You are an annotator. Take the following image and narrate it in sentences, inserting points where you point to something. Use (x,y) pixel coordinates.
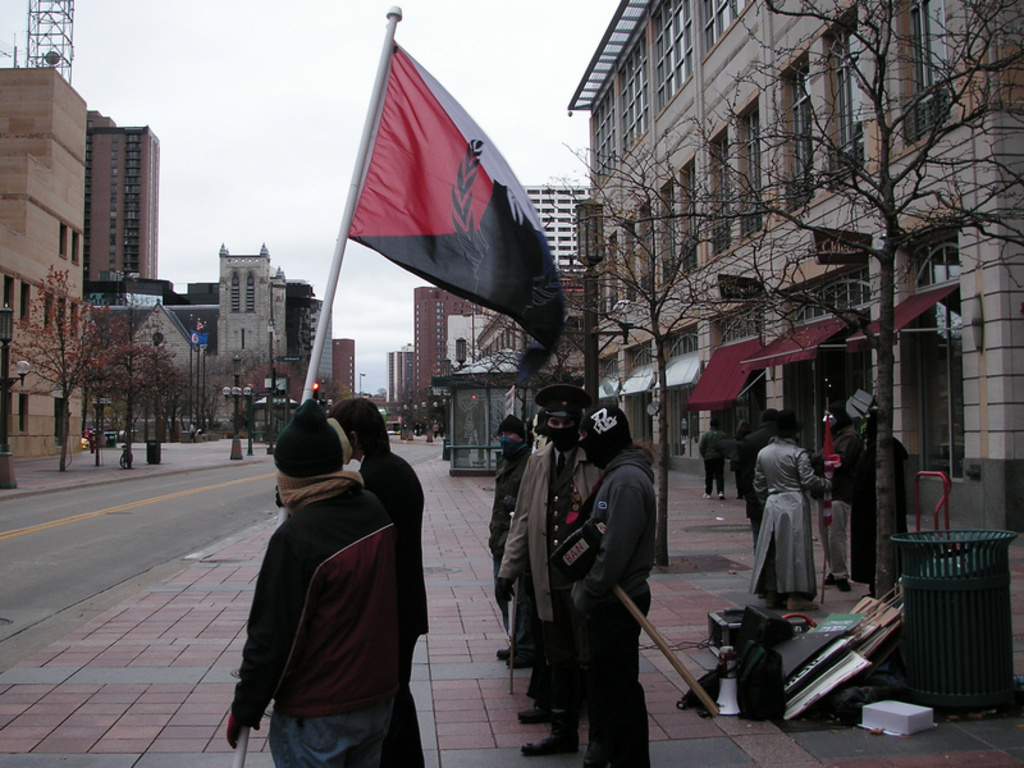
In this picture we can see a few people (370,442) and a flag (388,189) on a pole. We can see a dustbin (917,597) and some objects (820,625) on the ground (714,722). There are buildings (26,420), boards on the poles (235,402), trees (178,414), other objects (224,393) and the sky (368,372).
